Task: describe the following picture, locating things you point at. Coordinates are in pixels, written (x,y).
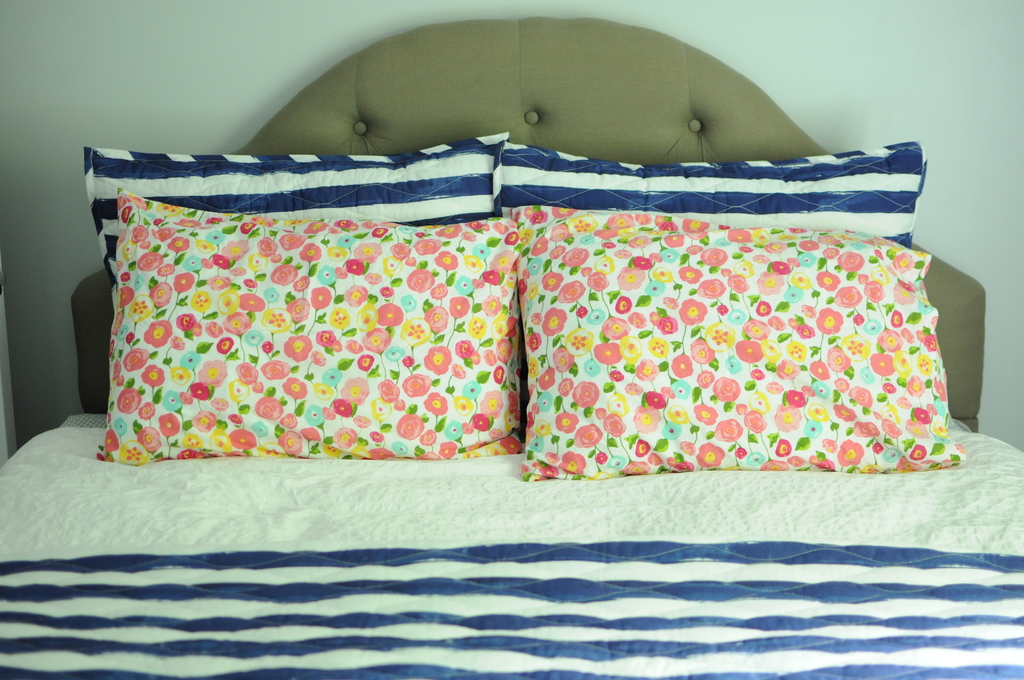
In this image we can see a bed (316,532) and there are some pillows (475,227) on bed (215,628) and there is a wall (864,25).
